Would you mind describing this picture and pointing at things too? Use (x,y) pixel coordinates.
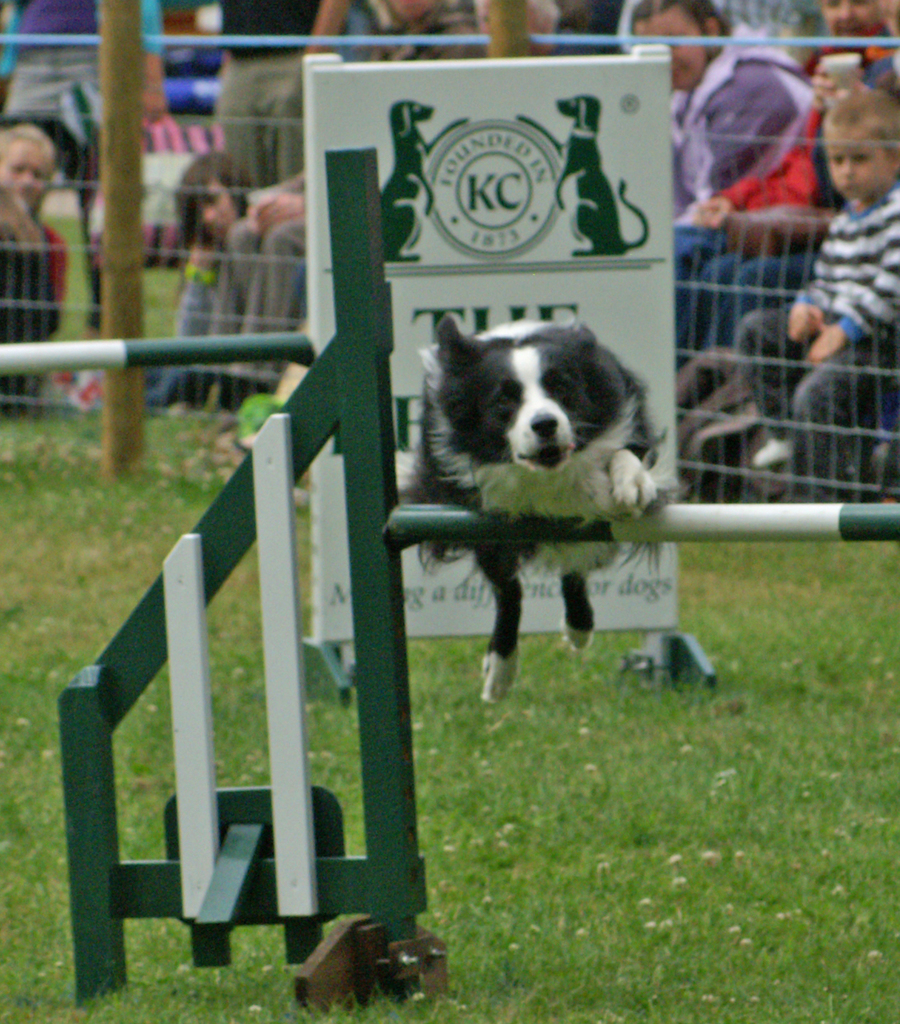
In the center of the image (600,554) we can see a dog (557,452) jumping. At the bottom (380,969) there is a gate (303,726). In the background (444,212) there is a board (473,180), mesh (185,252) and we can see people (867,182) sitting.
